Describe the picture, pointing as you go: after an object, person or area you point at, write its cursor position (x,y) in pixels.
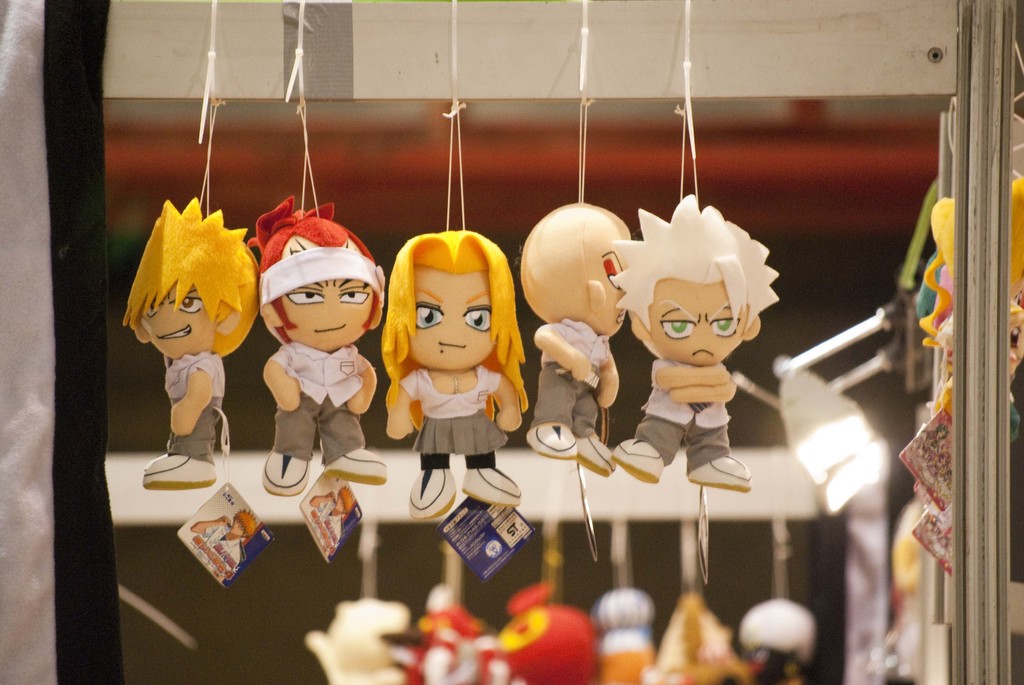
In this picture I can see there are few mini toys (333,318) and they have tags (229,554). There are few more toys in the backdrop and there is a pole (968,528) at right side (975,548) and the backdrop (859,452) is blurred.
